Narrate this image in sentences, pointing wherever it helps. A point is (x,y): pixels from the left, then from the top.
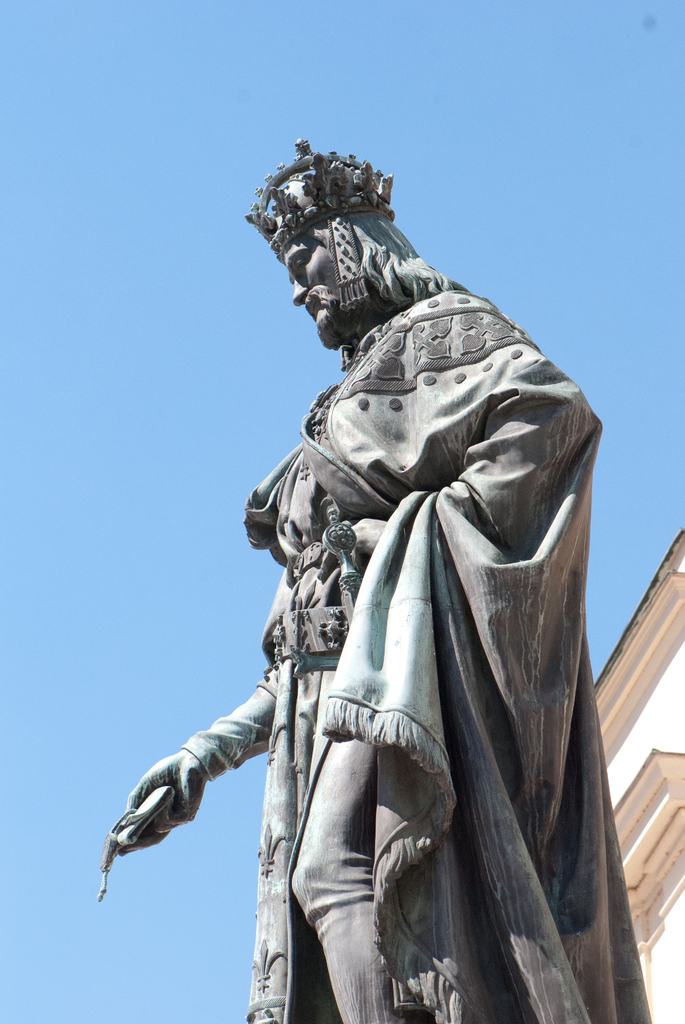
In the middle of the picture (378,487), we see the statue of the man (397,603). In the right bottom (626,747), we see a building (654,736) in white and brown color. In the background (518,177), we see the sky (119,503), which is blue in color.
